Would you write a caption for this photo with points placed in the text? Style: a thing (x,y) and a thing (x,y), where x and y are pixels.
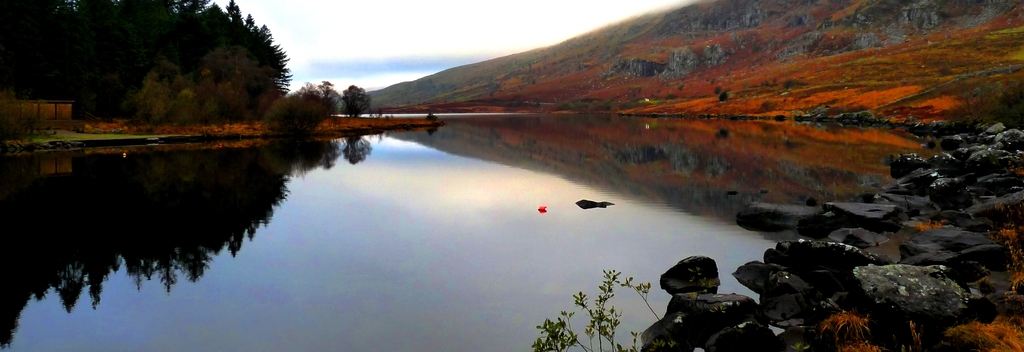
In this image I can see few trees (123,31), mountains (946,88), few stones (752,218), sky (531,11) and the water (390,231).
